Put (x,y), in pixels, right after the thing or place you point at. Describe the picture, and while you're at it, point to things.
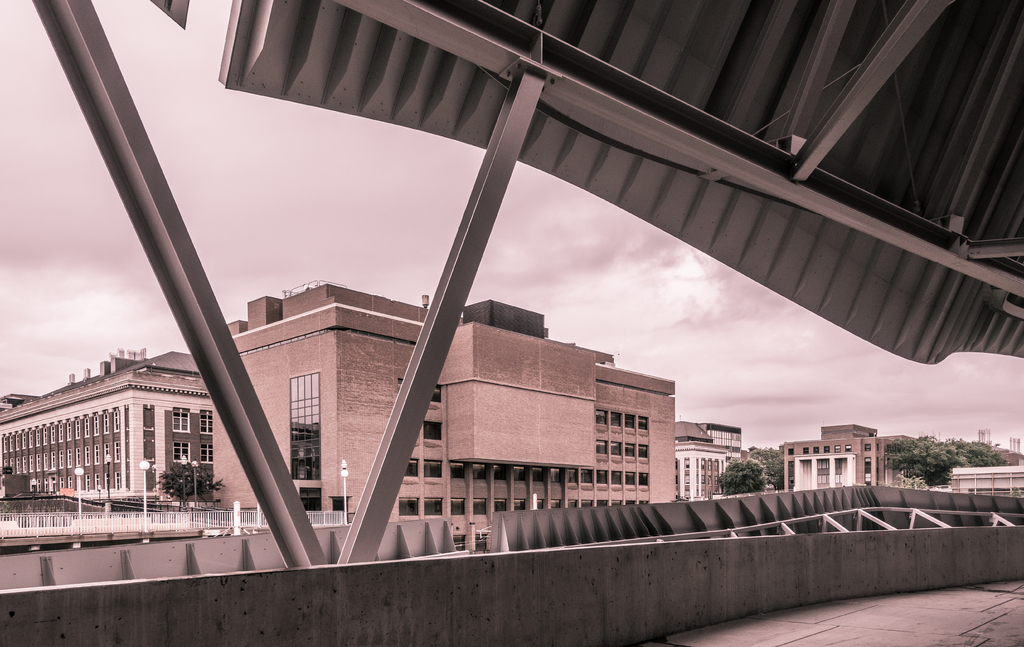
There are buildings (331,405) in white and brown color. Beside that, we see street lights (80,477) and an iron railing (55,512). There are trees (772,479) in the background (898,453). At the top of the picture (545,146), we see the shed (853,180) and the sky (375,242). This picture is clicked in the city.
